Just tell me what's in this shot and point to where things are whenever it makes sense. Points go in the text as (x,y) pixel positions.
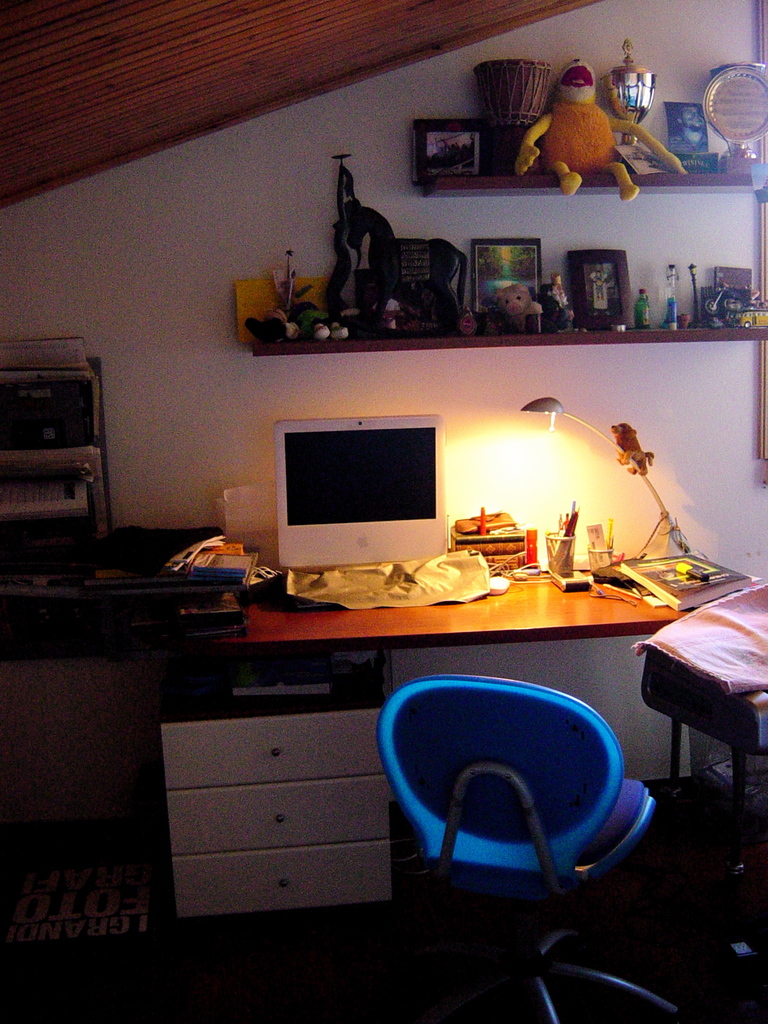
In this image I can see a chair (500,718) and a monitor (346,555) on this table (484,604). I can also see few stuffs (277,301) over here.
